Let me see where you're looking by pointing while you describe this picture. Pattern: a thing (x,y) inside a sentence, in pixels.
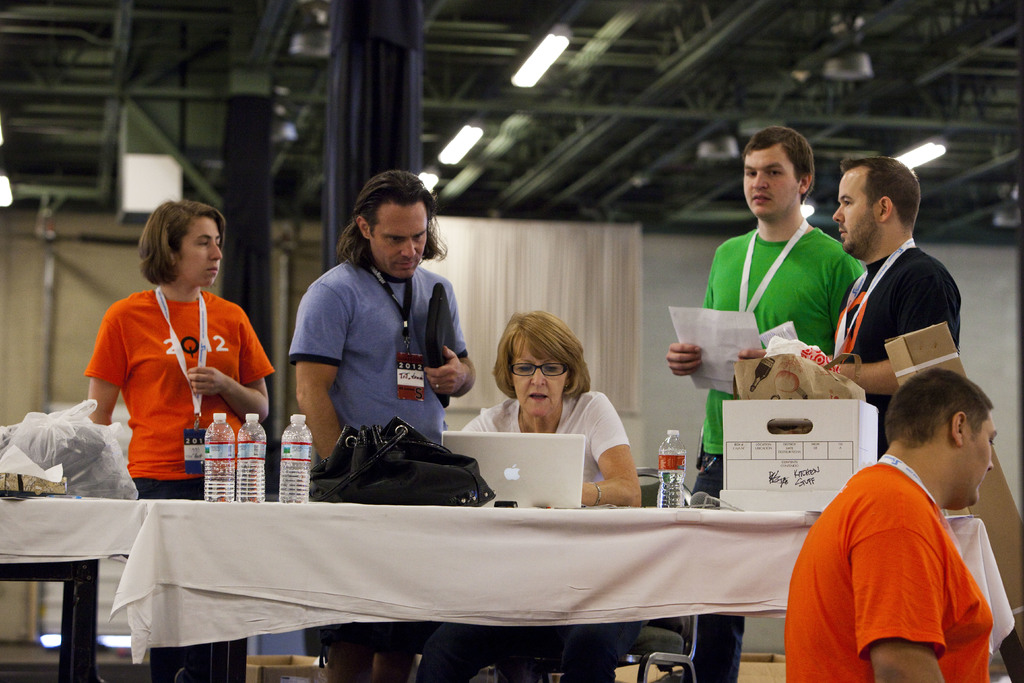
In this I can see there are few person (402,309) standing in front of the table (348,503) and I can see a woman (613,426) sitting in front of the table (556,604) on the table (150,517) I can see laptop (504,470), bag (382,475), bottles (222,464), carry bag (80,450) and white color cloth (231,539) kept on the table (460,534) at the top (187,110) I can see the roof (87,109) of the building (654,161), lights (562,46) visible and I can see the wall (648,289) visible in the middle (661,289), in the bottom right (922,615) I can see a person (880,555).
